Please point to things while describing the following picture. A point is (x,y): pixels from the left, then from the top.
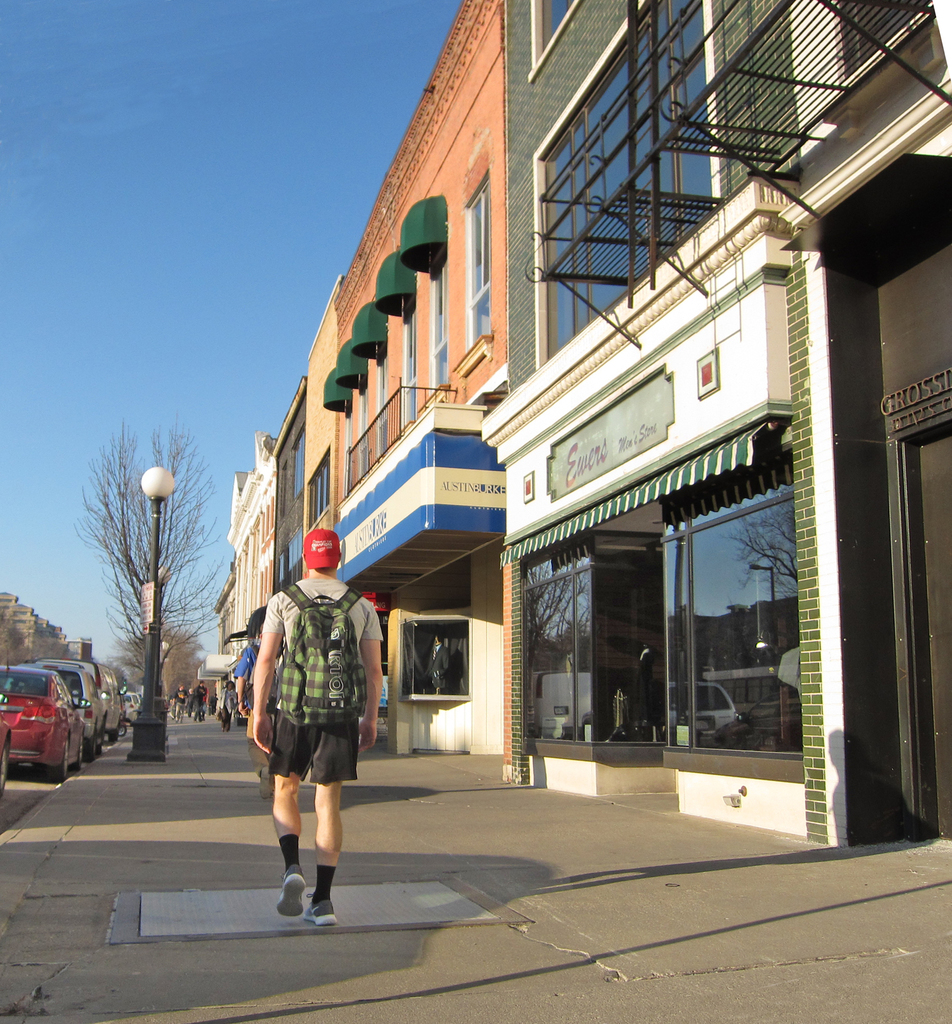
In this picture we can see buildings (605,514), cars (4,684), trees (38,648), pole (135,736), boards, and few persons (279,736). In the background (219,407) there is sky (202,171).
